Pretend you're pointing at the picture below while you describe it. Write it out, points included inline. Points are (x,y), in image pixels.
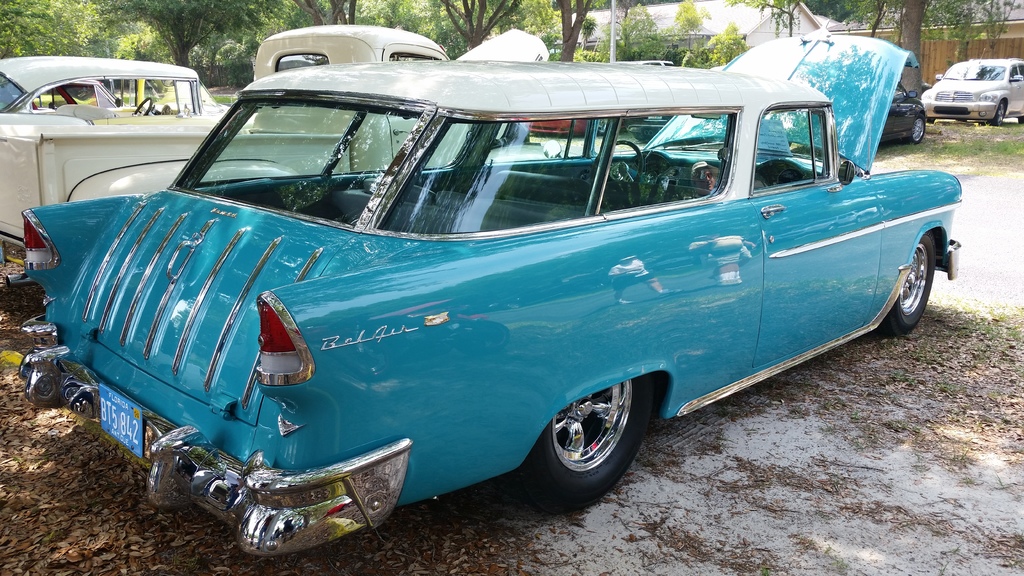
In this image I can see few vehicles (145,234) on the road (1013,265). In front (556,275) the vehicle (587,284) is in blue color, background (702,30) I can see few houses (745,12) and trees (167,45) in green color.
